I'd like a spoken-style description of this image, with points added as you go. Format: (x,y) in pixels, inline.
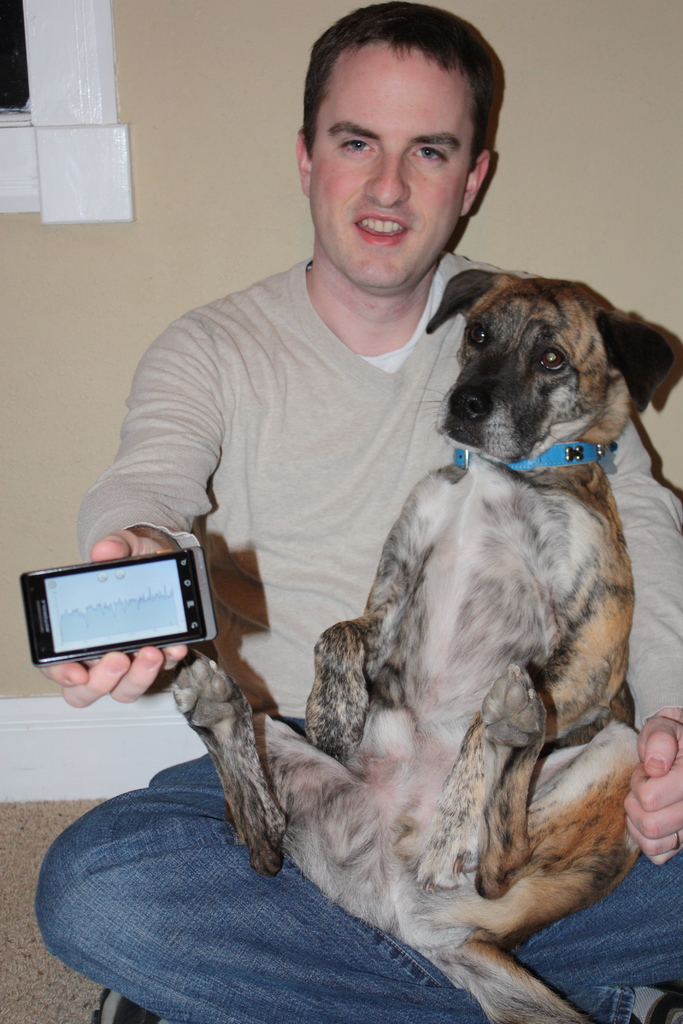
In the middle of the image (398,399) a man (432,141) is sitting, smiling and he is holding a dog (565,291) and mobile phone (205,619). Behind him we can see a wall (647,447).
